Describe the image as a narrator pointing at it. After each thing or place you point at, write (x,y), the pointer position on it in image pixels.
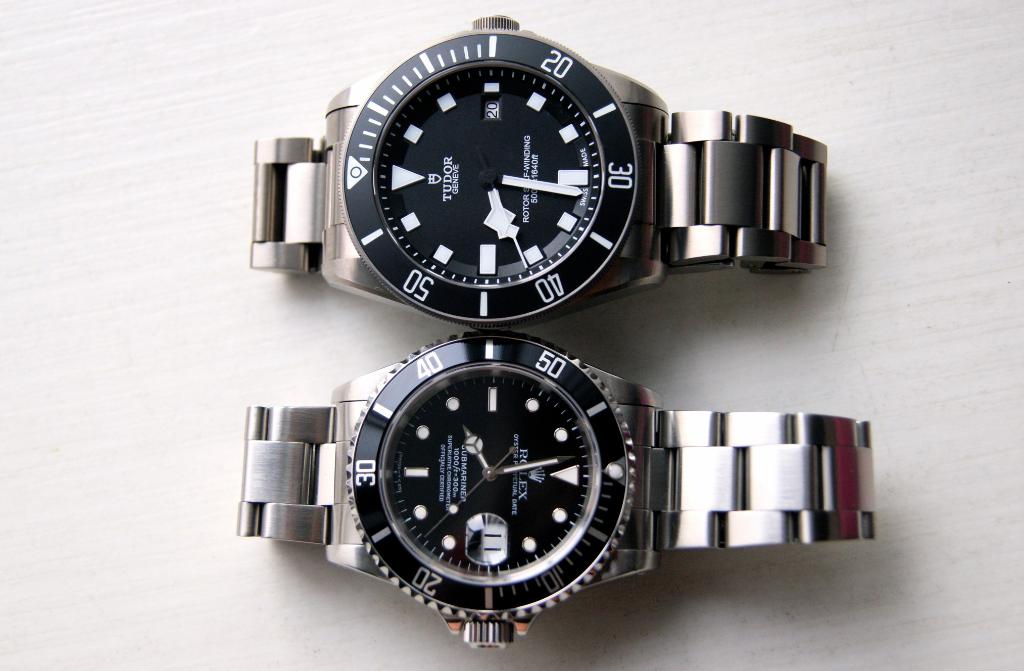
In this image we can see two watches (487,217) placed on the surface (138,377).
